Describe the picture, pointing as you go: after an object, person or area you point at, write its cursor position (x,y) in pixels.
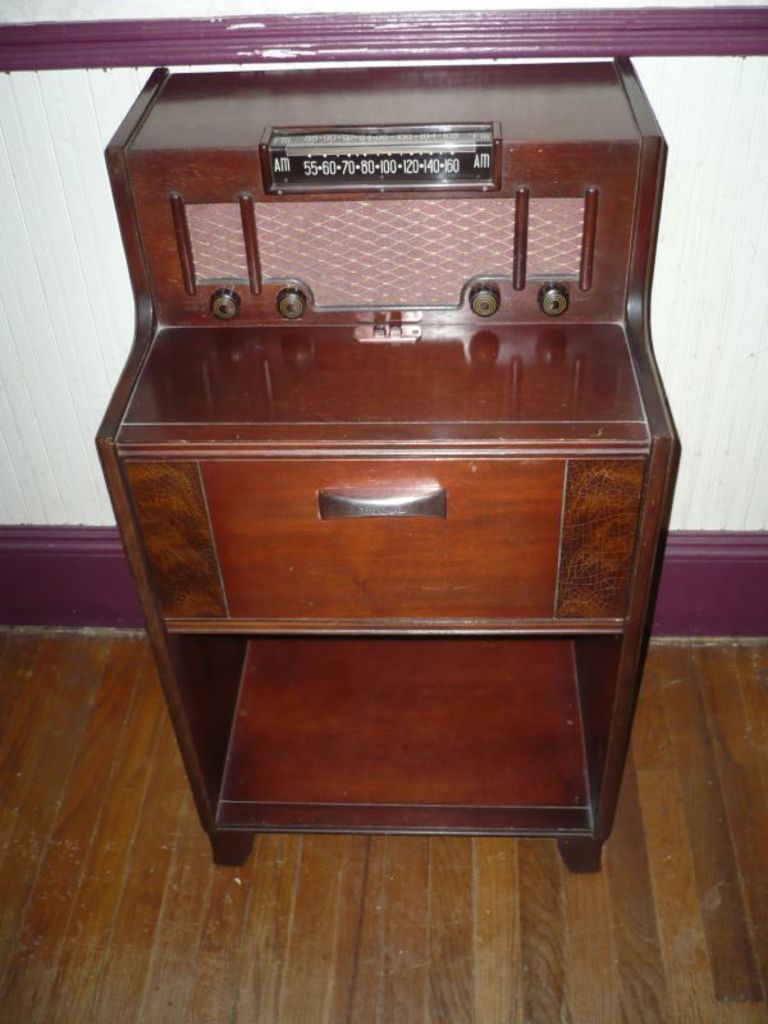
In the image we can see there is a wooden radio (465,357) kept on the floor (416,949).
